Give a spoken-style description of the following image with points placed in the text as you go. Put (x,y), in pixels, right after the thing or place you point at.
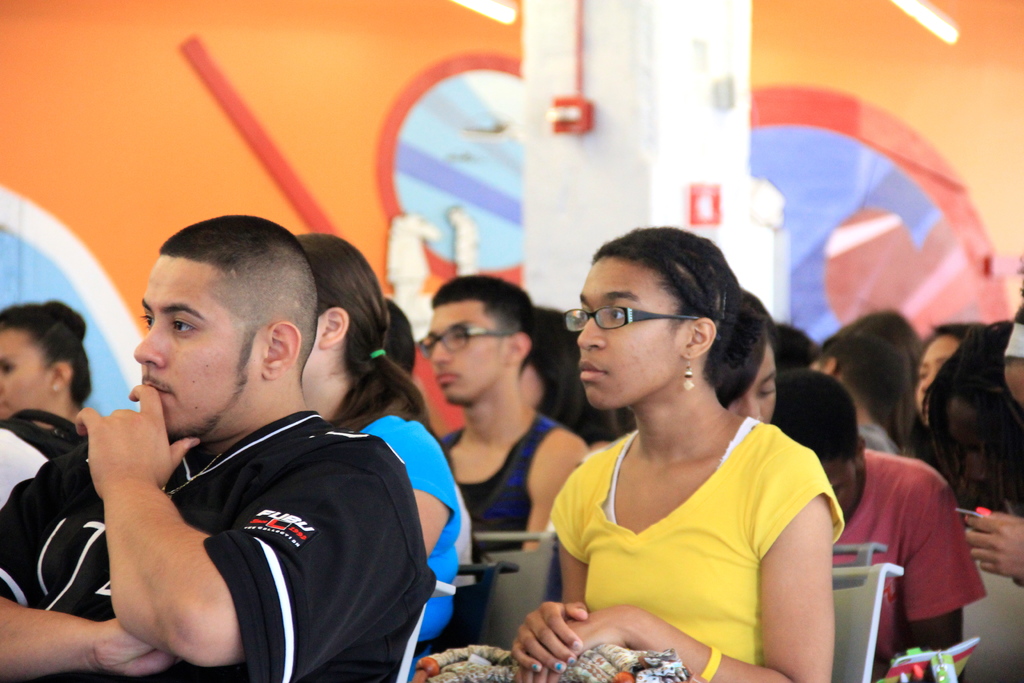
In this picture we can see so many people (362,491) are sitting on the chairs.
